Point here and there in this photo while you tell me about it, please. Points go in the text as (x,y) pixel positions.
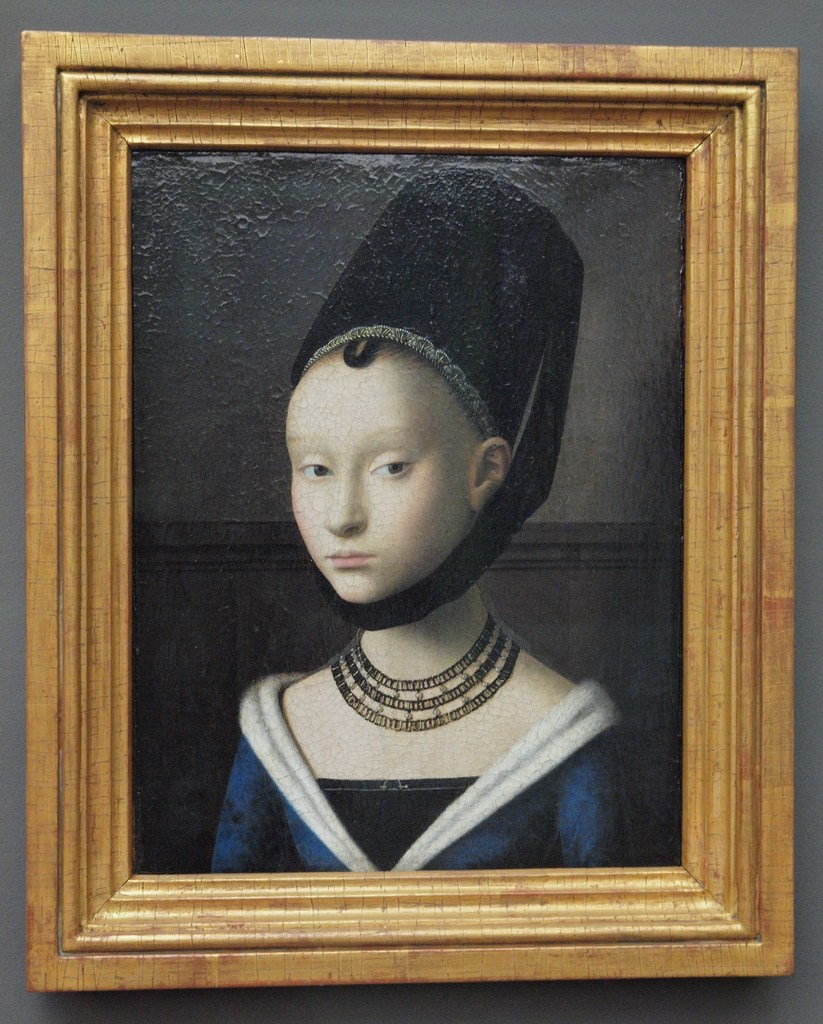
In the foreground of this image (544,869), there is a frame (660,123) to a grey color wall like structure (660,1014).
